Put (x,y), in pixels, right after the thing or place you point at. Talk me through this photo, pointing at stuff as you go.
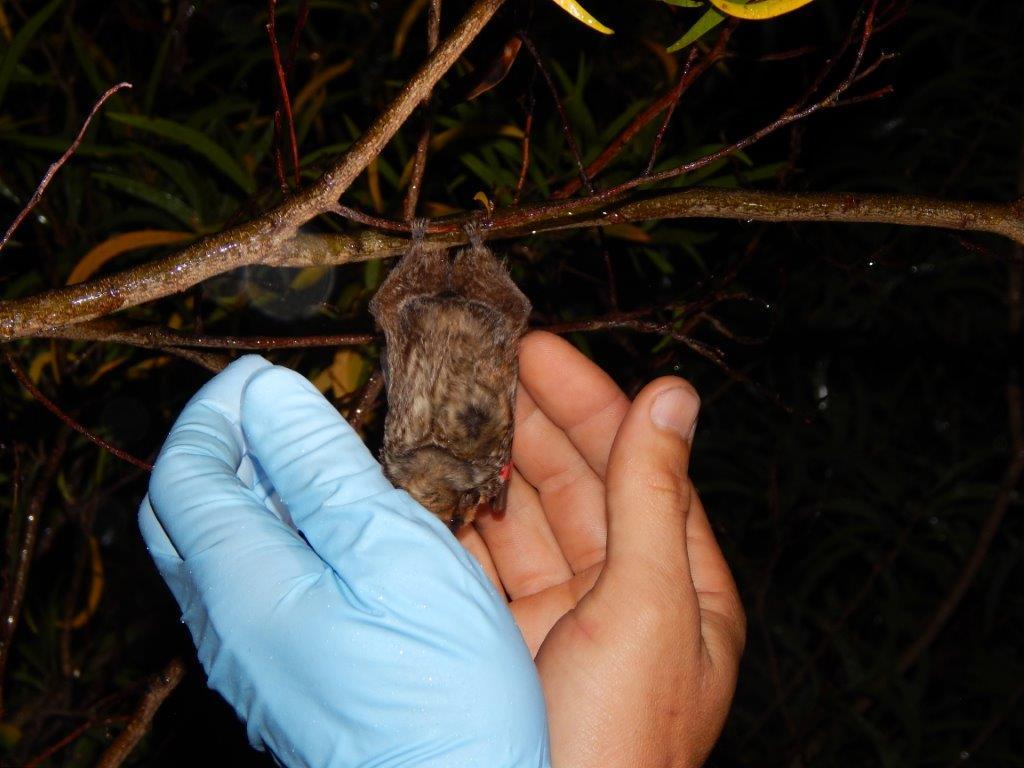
In this picture I can see there is a bat (485,467) hanging to the branch (88,302) and there is a person (526,552) holding it. There are few leaves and the backdrop (825,670) is dark.
